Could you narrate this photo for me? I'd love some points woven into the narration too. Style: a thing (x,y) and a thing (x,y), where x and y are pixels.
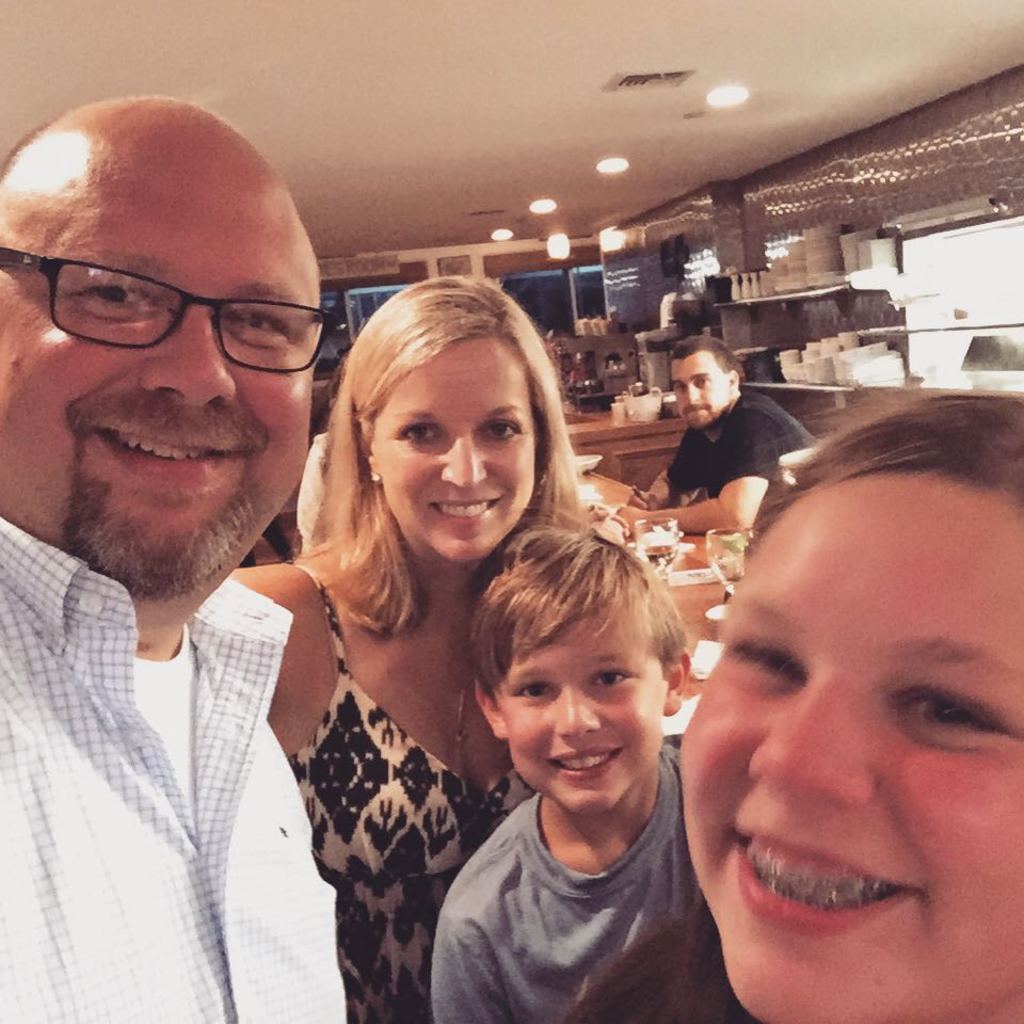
In this picture we can see a group of people (445,485) where some are standing and smiling and a man (699,486) sitting, table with glasses (675,528) and plates (706,652) on it and in the background (834,350) we can see lights (617,237), windows (540,301), plates (841,282), trays (807,274) and some objects (755,355).
